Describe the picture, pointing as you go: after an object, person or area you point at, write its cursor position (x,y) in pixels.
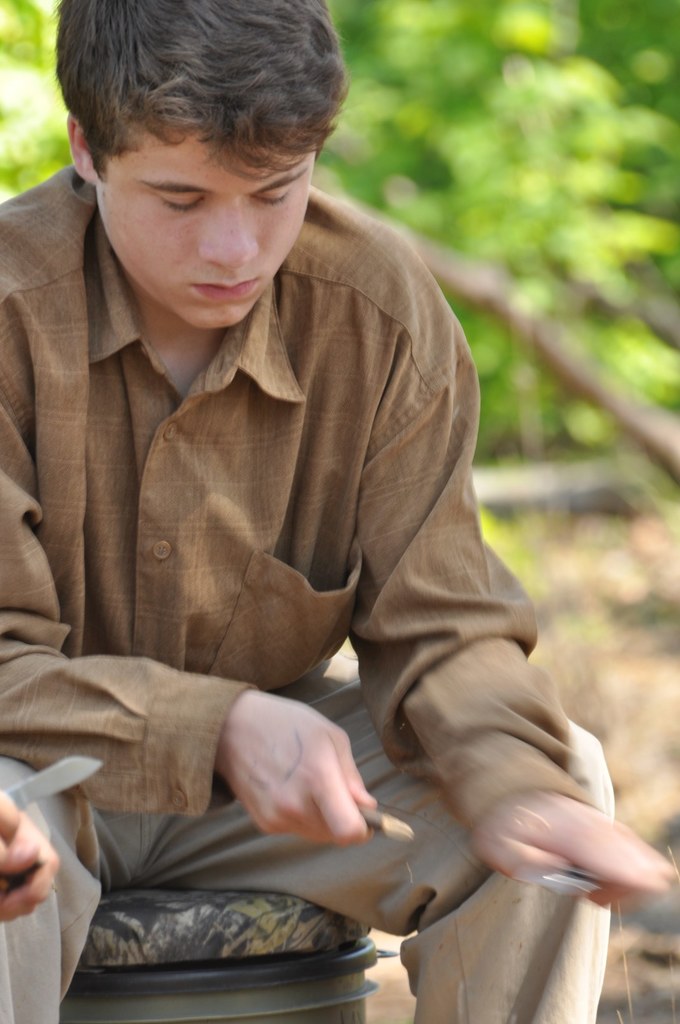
In the middle of the image (334,539) a man (569,802) is sitting and holding something. Behind him there are some trees (672,371).
